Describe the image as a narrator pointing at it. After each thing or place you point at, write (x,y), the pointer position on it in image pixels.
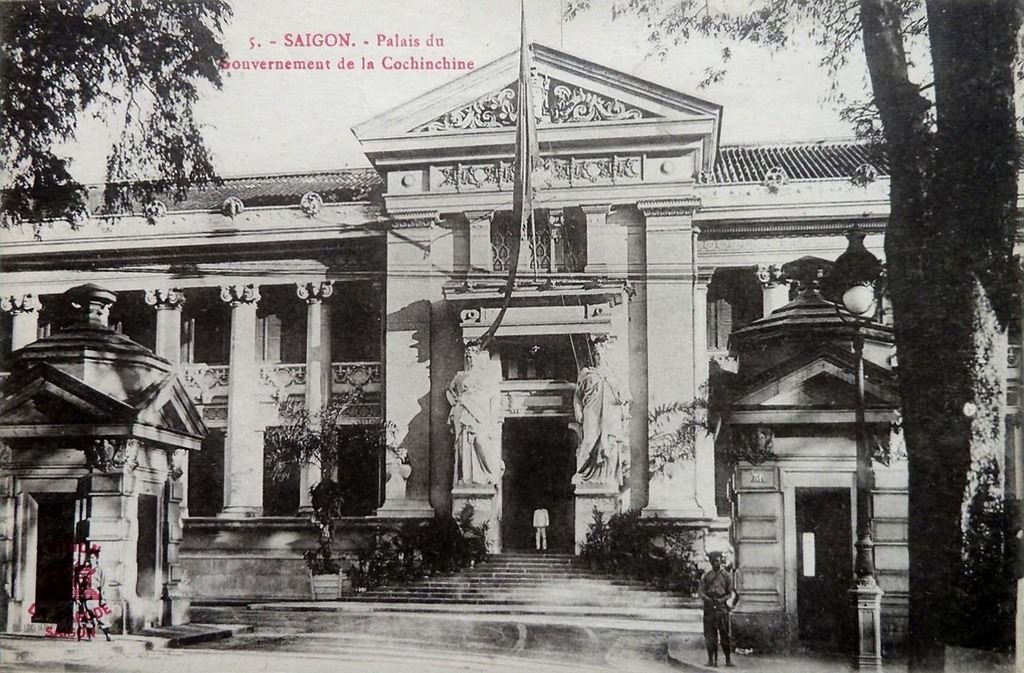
This is a black and white image. In this image we can see a building (407,333). There are people (716,605). At the bottom of the image (324,635) there is road (25,665). At the top of the image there is text (291,39). To the right side of the image (891,224) there is a tree (908,286).
